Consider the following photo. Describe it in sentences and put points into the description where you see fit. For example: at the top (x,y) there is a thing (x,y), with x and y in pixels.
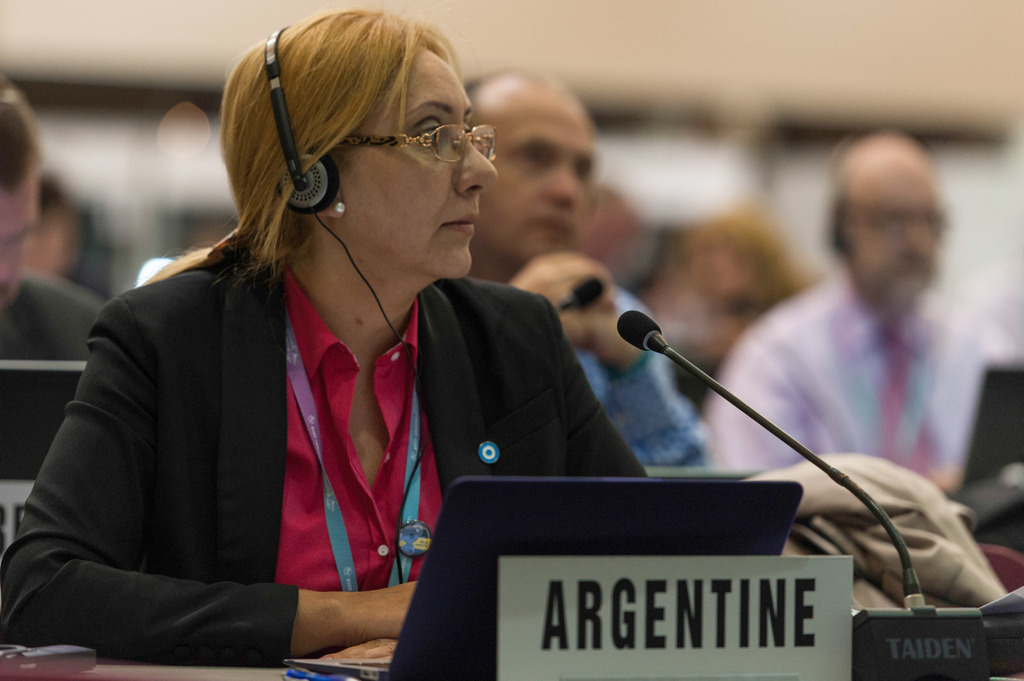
In this picture I can see a woman (135,348) in front (317,507) who is wearing formal dress (345,407) and I see a headphone (293,195) on her head (307,141) and in front of her I can see a name board (652,576) and a mic (889,610). In the background (12,340) I can see few people (702,299) and I see that it is blurred.
